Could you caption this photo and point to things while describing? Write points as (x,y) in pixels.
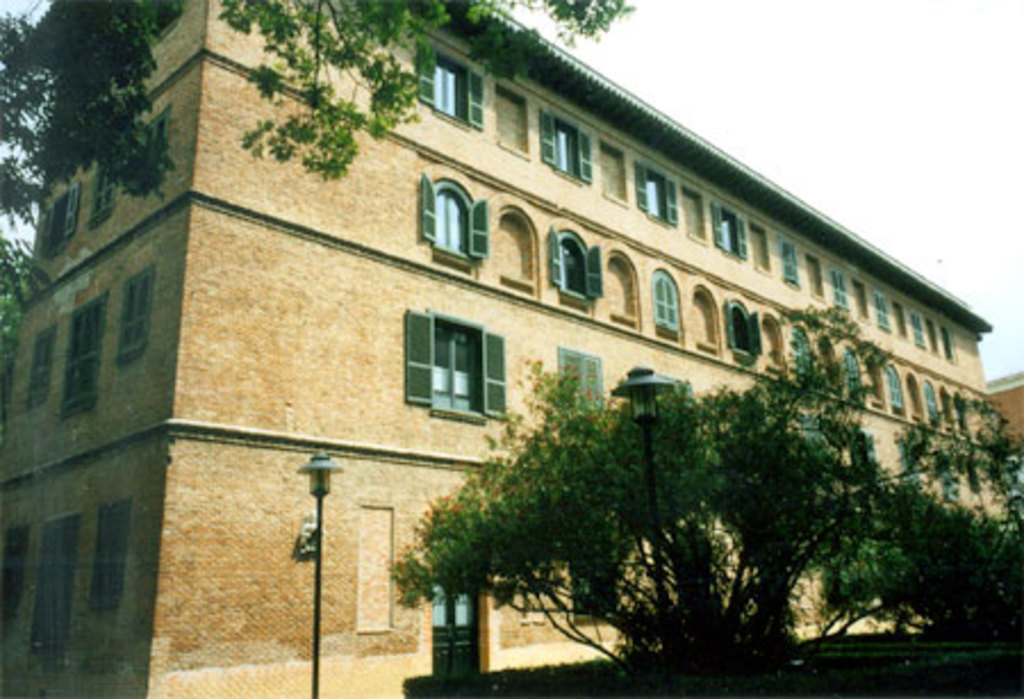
In this picture we can see an old building (157,262) made of brick walls (372,343) and windows (435,342) surrounded by trees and lamp poles (333,471). The sky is bright.
